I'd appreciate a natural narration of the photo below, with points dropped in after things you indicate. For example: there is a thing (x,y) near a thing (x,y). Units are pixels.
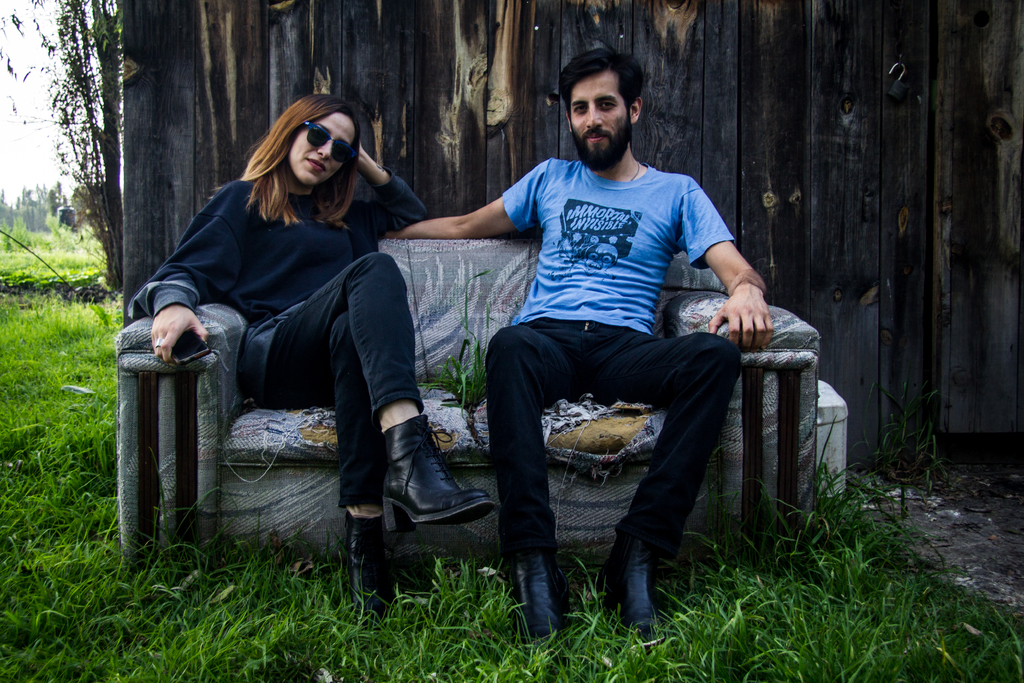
In this image there is a couple (190,242) sitting on the sofa (644,443), which is on the surface (450,619) of the grass (450,619), behind them there is a wooden wall (315,64), beside the wall (126,14) there is a tree (84,189). In the background (61,192) there are trees (28,208) and the sky (35,150).
